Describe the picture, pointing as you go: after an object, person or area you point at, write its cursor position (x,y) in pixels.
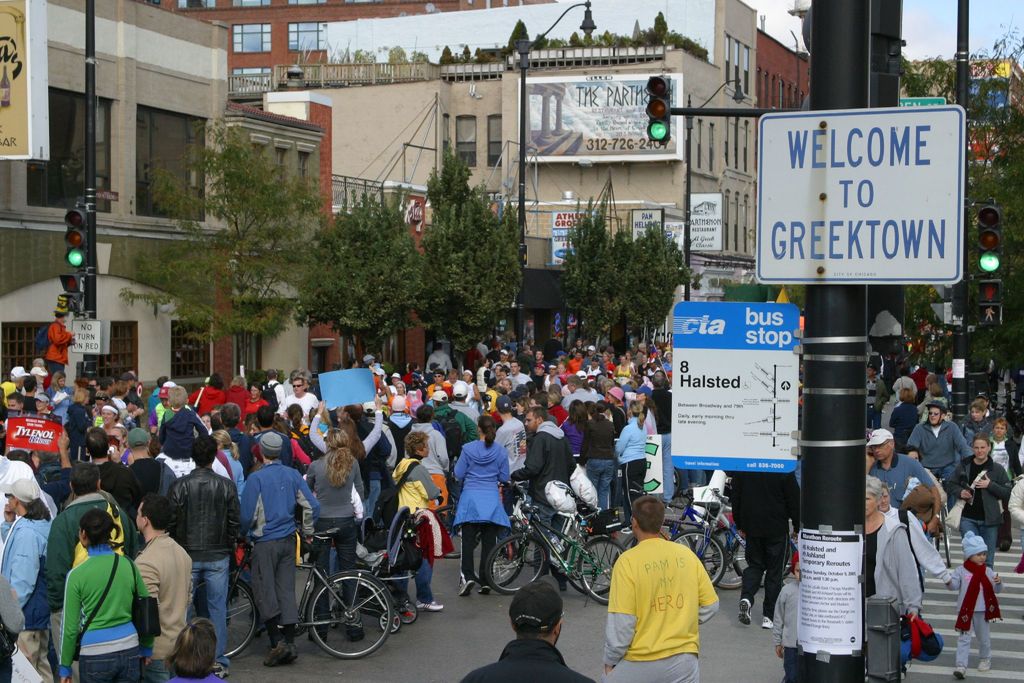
In the background (341,152) we can see buildings (70,172), banner (565,134). On the right side of the picture (809,183) we can see boards (858,260), pole (831,542), traffic signal (874,15). We can see people (995,528) crossing the road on the zebra crossing (927,674). We can see bicycles (534,533) and people (313,415) on the left side of the picture (155,445). We can see people (327,416) holding posters (55,442). On the left side (334,271) we can see trees (318,272), traffic signal (72,248) and pole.
